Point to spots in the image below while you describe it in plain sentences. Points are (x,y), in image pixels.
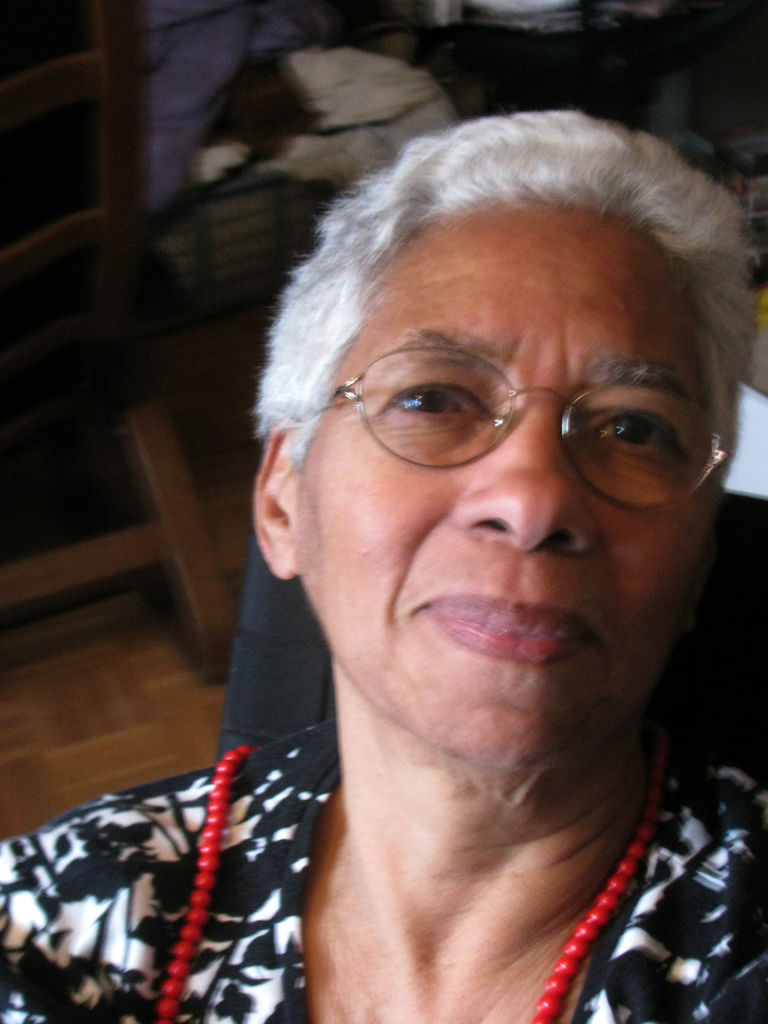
The picture consists of a woman (206,944) sitting in a chair (743,594). In the background (242,142) there are chair (62,259) and other objects (400,59) it is not clear.
